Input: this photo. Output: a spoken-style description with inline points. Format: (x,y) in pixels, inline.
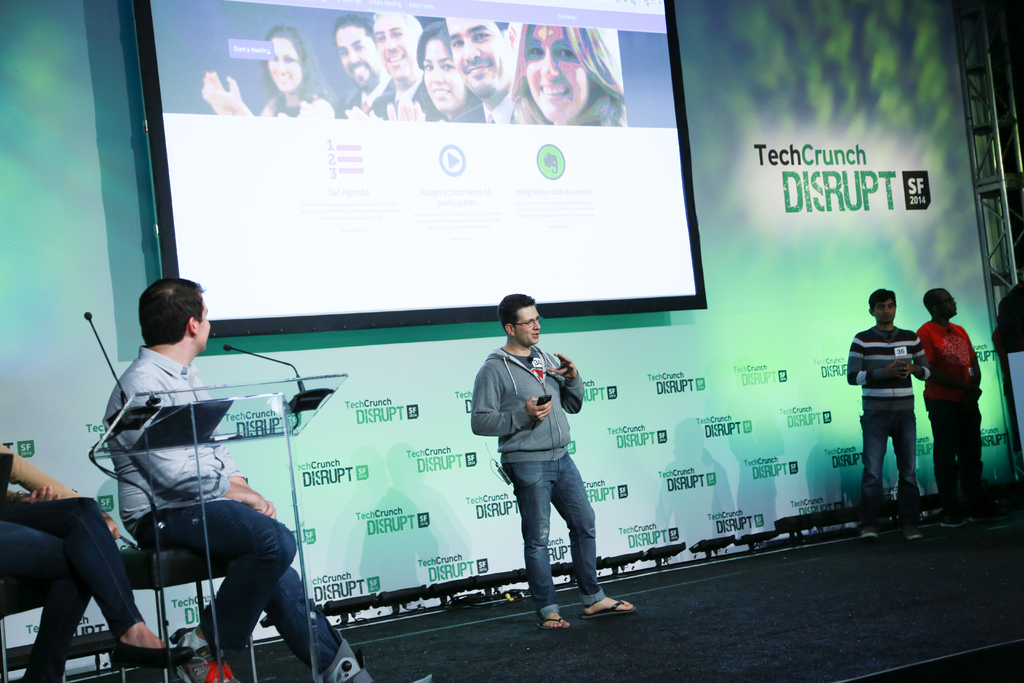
In this image I can see in the middle (567,391) a man (567,391) is standing and speaking, he wore sweater (544,455), trouser (545,497). At the top (633,222) there is the electronic display (379,170), on the left side (165,510) few persons (215,488) are sitting on the chairs (193,582). On the right side (876,450) few persons (953,386) are standing on the stage (967,536).
